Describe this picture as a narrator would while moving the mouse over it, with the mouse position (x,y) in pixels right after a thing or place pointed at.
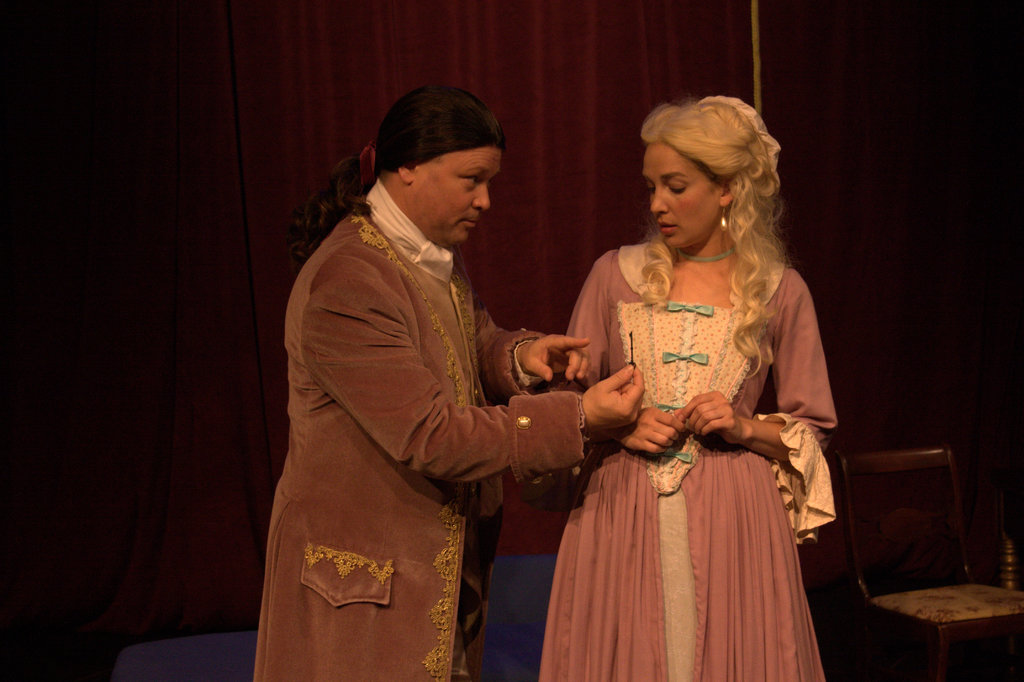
In this image, there are two persons (611,520) standing and wearing colorful clothes (362,494). There is a chair (914,621) in the bottom right of the image (928,601).
